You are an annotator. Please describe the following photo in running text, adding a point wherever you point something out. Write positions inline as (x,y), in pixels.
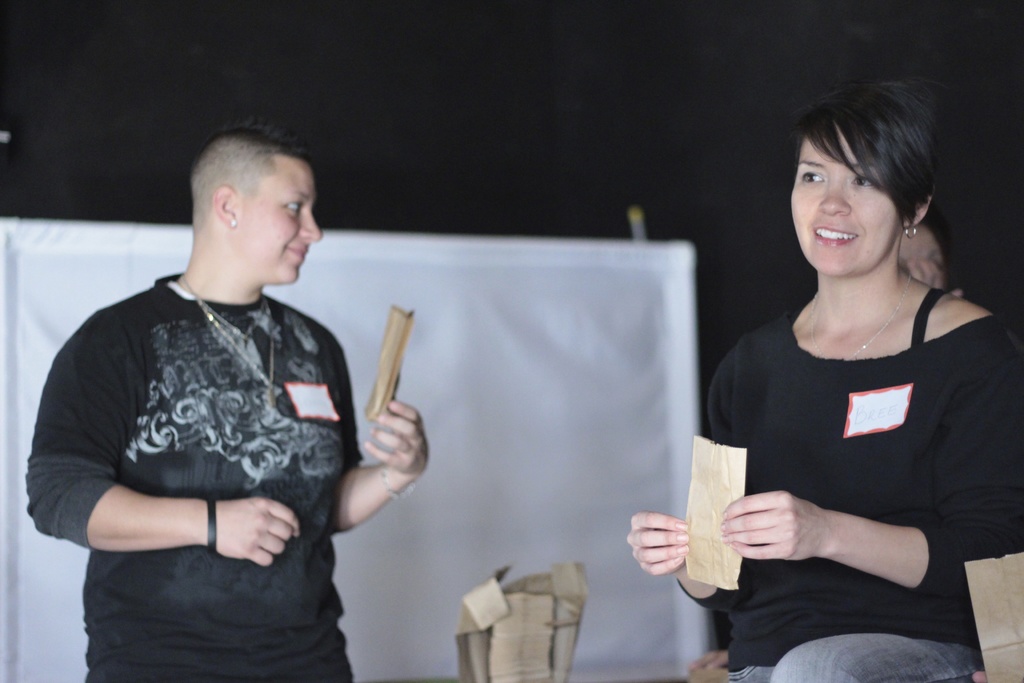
In this image, on the left side (88,505), we can see a man (158,575) standing, on the right side (914,544), we can see a woman (836,523), she is holding a piece of paper (703,542), in the background (585,310) we can see a white colored cloth (593,280).
